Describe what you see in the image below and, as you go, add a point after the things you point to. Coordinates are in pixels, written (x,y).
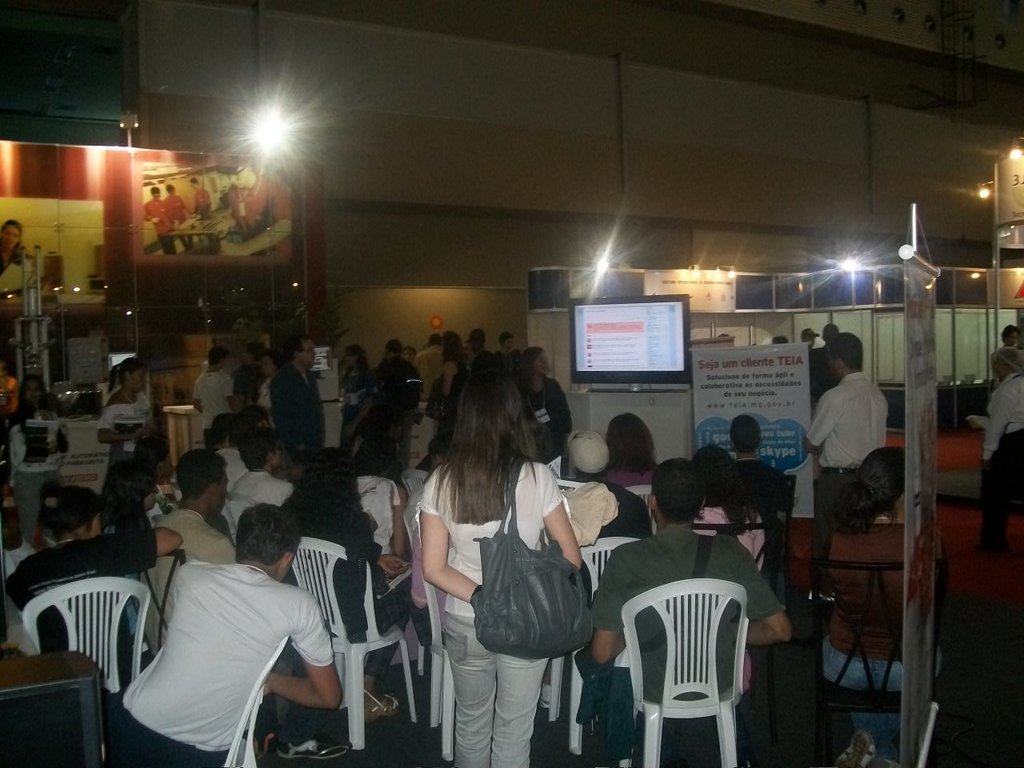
In this picture, we see many people (204,489) standing and sitting on the chairs (443,745). In middle (486,392), we see woman (477,716) in white shirt (536,503) is wearing handbag (550,590) and standing. All of them are looking at the system (619,301) that is displaying something in it. To the left of this picture (94,173), we see wallpaper (152,229) on which men (178,210) and women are doing something. To the right (1009,150) we find lights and in the right middle (1014,419) the person (1004,446) is walking. I think this might be in auditorium (491,147).
